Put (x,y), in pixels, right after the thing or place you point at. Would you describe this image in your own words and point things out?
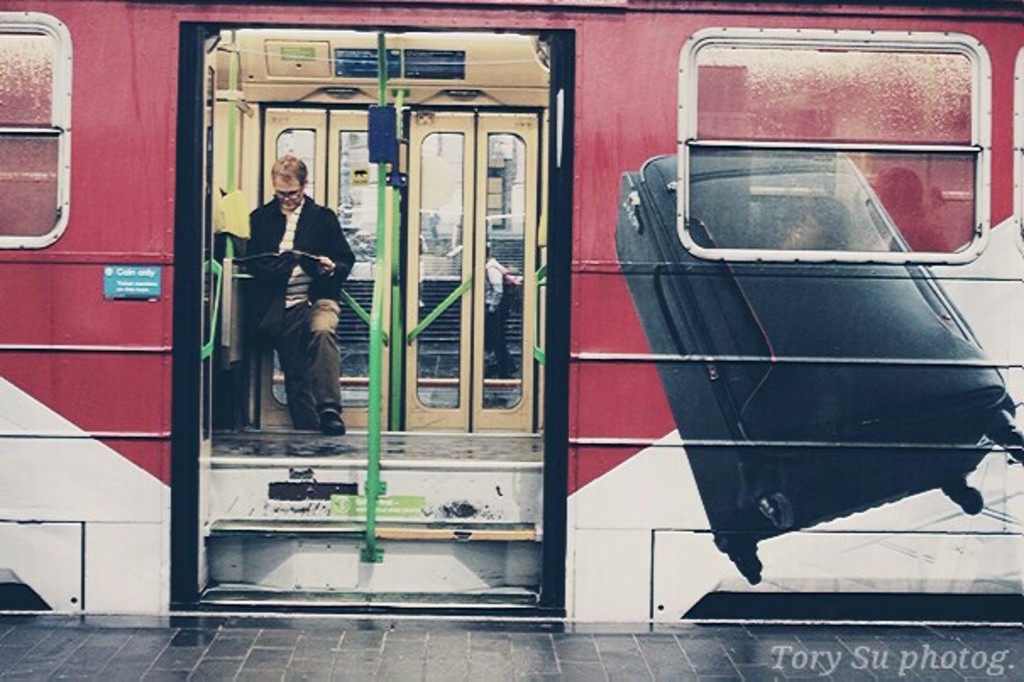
In this image in front (244,378) there is a train (831,94) and inside the train (227,313) there is a person (303,359) standing by holding the book (294,255). In front of the train (545,462) there is a platform (584,649).
